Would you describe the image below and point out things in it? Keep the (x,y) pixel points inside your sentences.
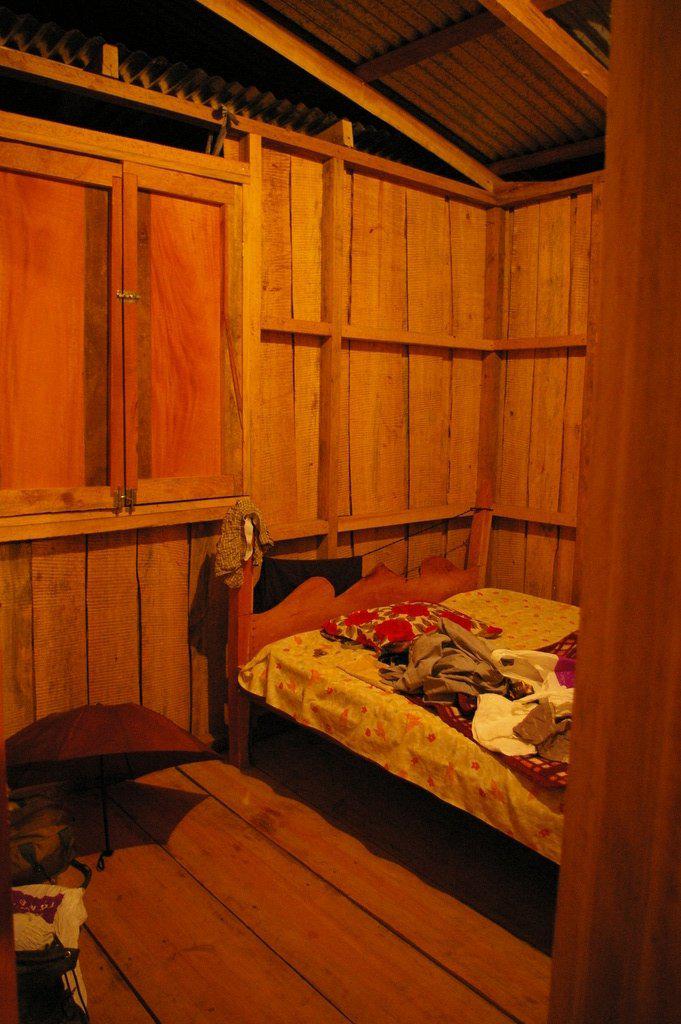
In this image there is a bed (382,699) in the middle (311,668) on which there are blankets (414,658) and pillows (410,630). It looks like a wooden house (354,297). On the floor (154,868) there is an umbrella (106,763) and bags (53,913) beside it. On the left (160,372) there is a wooden window (140,404).
